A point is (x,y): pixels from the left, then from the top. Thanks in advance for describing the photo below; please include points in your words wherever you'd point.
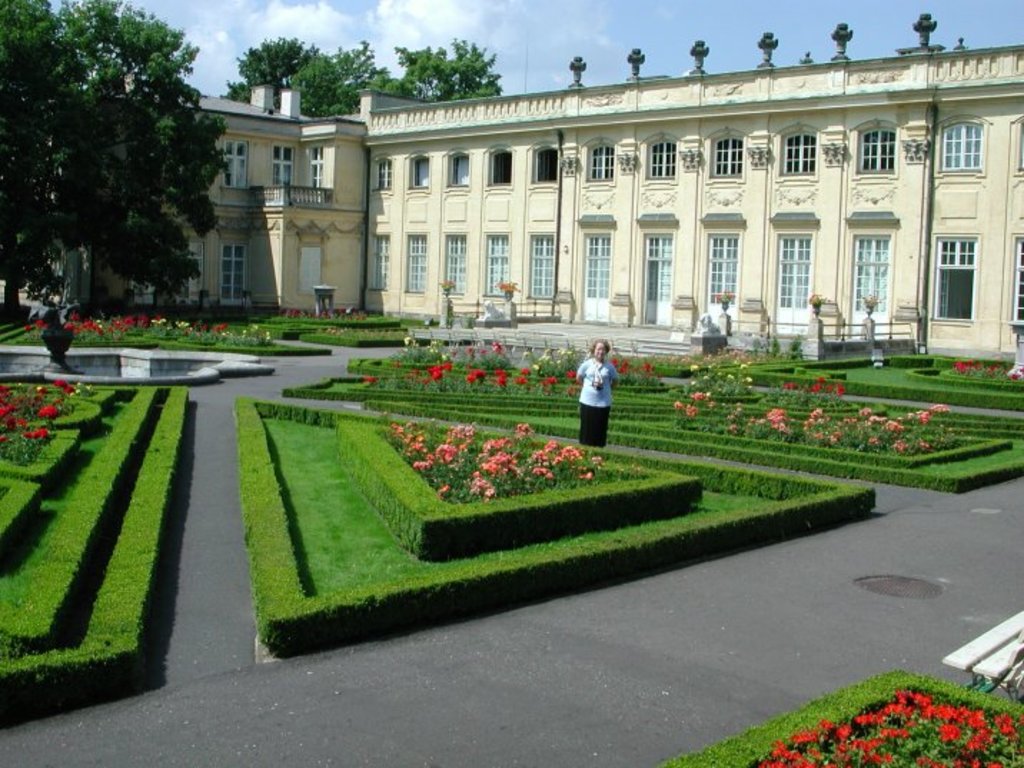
In this picture there is a woman (607,370) wearing t-shirt (608,389) and trouser (590,431). She is standing near to the grass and plants (648,513). Here we can see pink color and red color flowers (474,429). In the background (712,147) we can see a building (356,192). Here we can see trees (179,212). On the top (638,30) we can see sky (568,7) and clouds (487,4). Here we can see many windows (940,312) and doors (592,287). Here we can see black pole (924,274) near to the fencing (853,328). On the bottom (654,632) there is a road (624,593). On the bottom right corner (1004,677) there is a bench (1018,615) near to the red flowers (955,725).
